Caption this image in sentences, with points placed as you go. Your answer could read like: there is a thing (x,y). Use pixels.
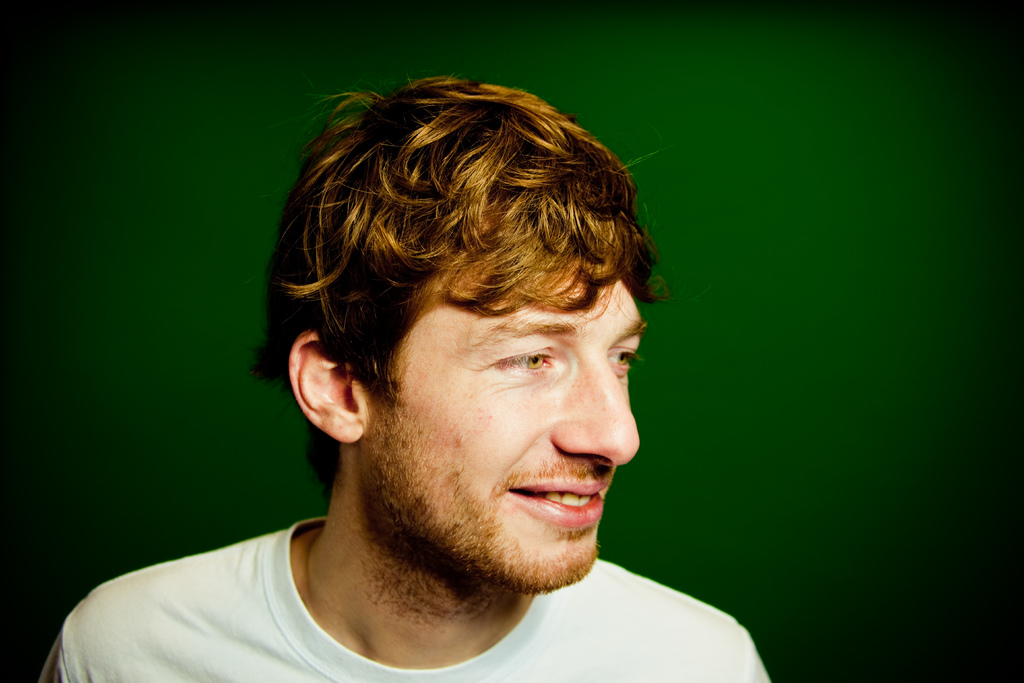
In the image there is a man (331,478) in the foreground (346,392), he is laughing.
